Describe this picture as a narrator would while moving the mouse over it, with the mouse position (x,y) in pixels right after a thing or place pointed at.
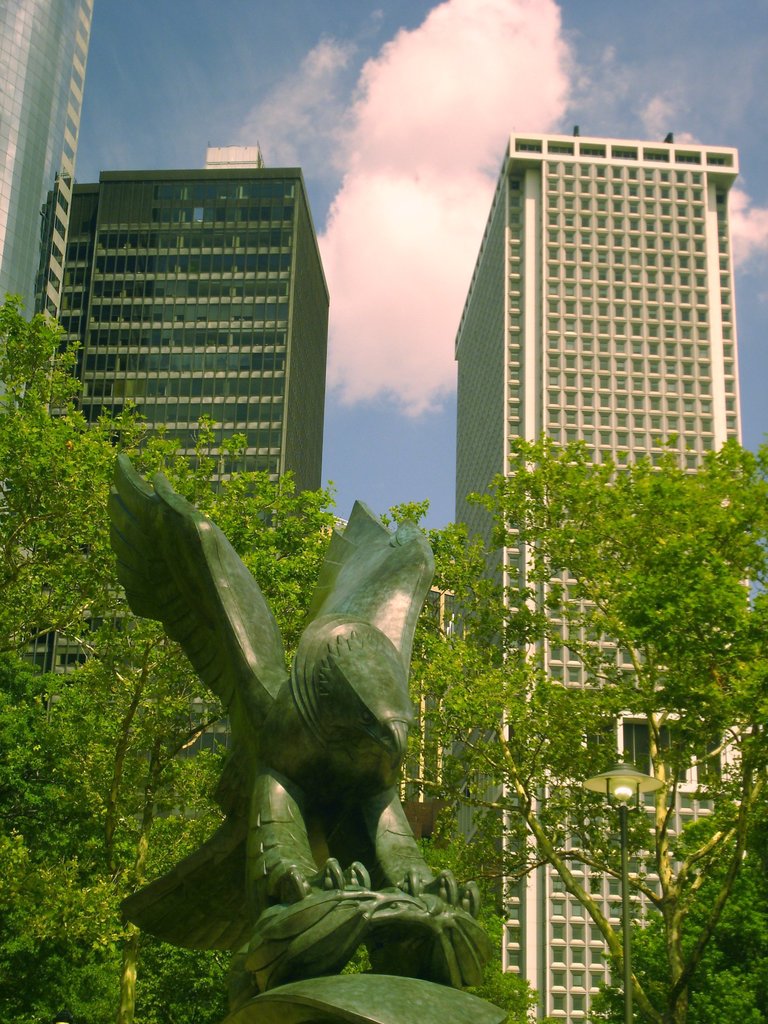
This picture is clicked outside. In the center (360,680) there is a sculpture (235,584) of a bird (340,810) and we can see the trees (491,976) and the buildings (199,309). In the background (128,17) there is a sky (310,97) with some clouds (439,188). On the right (627,813) there is a lamp (617,795) attached to the pole (627,823).
